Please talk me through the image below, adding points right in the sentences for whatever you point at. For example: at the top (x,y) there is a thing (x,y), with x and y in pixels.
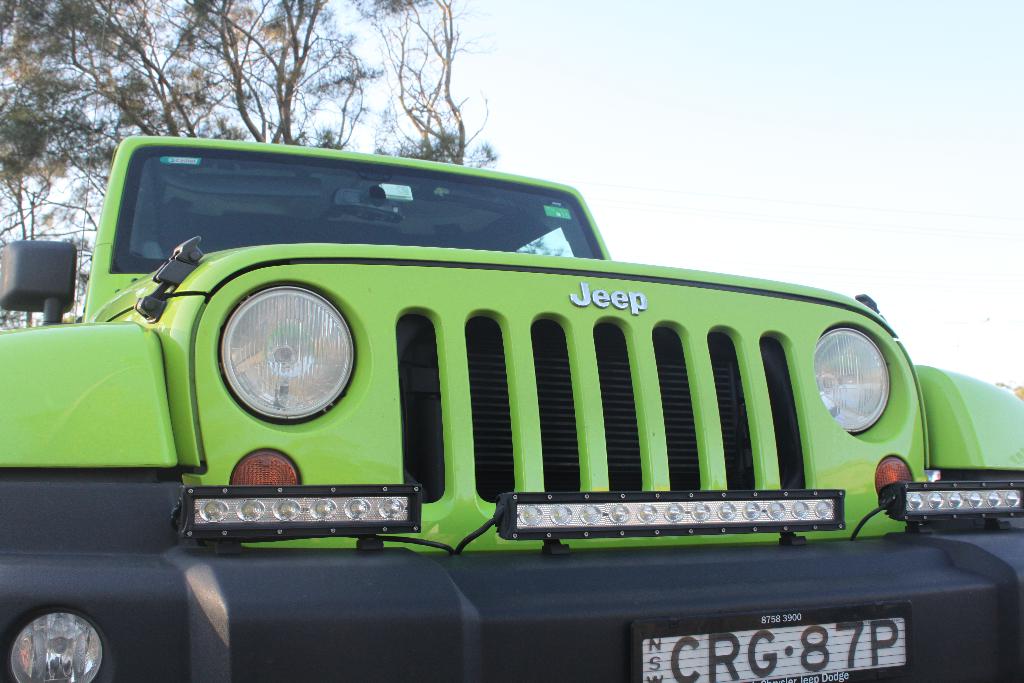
This image consists of a jeep (312,396) in green color. At the bottom (670,586), there is a bumper (430,577) in black color. On the left (167,134), there is a tree (67,148). At the top (701,96), there is sky (704,187).
